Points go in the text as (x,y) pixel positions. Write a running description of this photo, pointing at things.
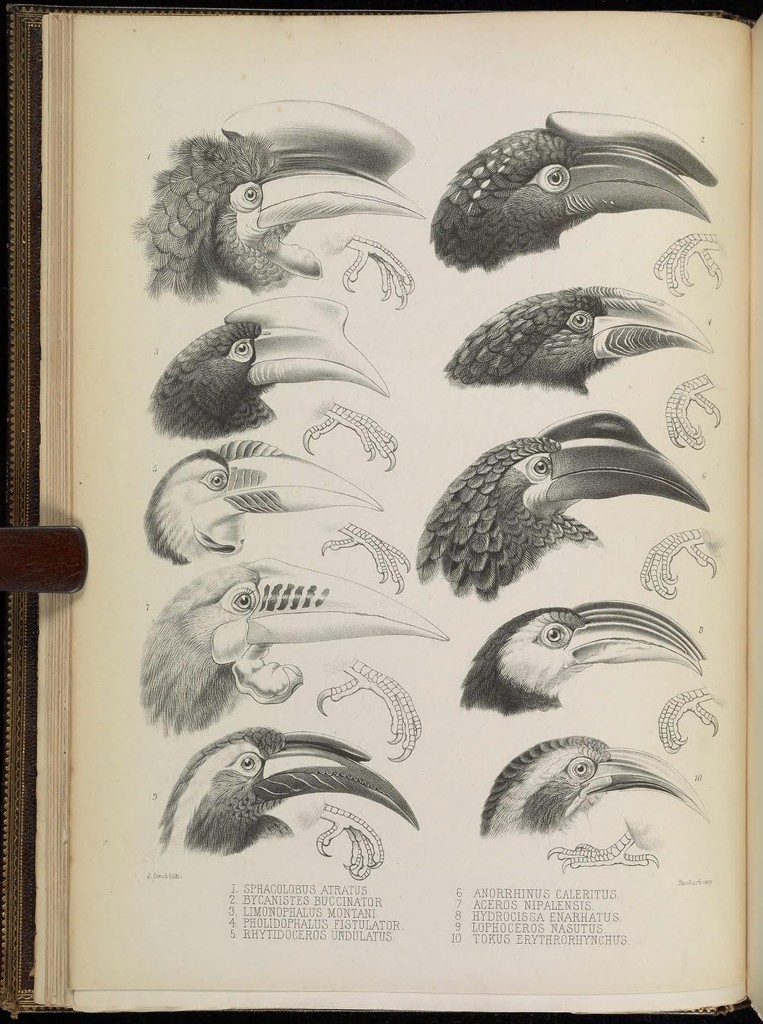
In this image there is a book (109,666). In this page (627,631) we can see different kind of birds face (561,339). On the bottom (471,933) we can see birds name (476,941).
